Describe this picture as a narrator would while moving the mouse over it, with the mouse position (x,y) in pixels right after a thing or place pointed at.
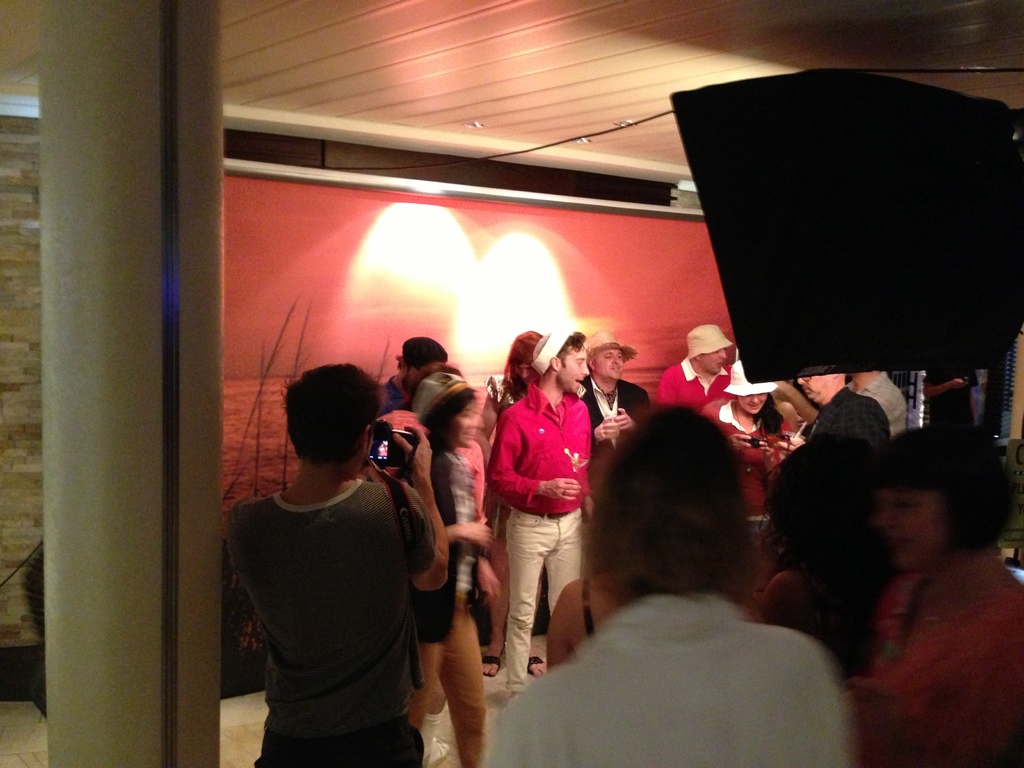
In this picture we can see a group of people (652,670) and one person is holding a camera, here we can see a pillar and an object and in the background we can see the wall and a roof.
